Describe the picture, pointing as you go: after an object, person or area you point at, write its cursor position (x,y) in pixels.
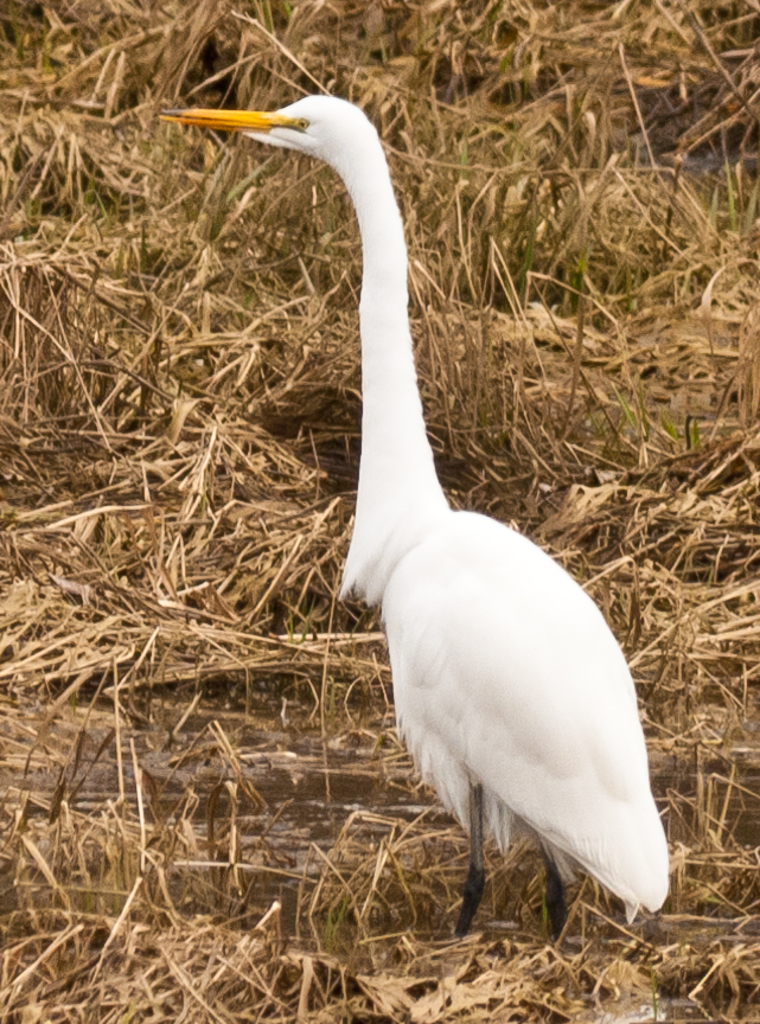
In this image we can see a crane (509,689) standing. In the background (359,667) we can see lawn straw (463,378).
